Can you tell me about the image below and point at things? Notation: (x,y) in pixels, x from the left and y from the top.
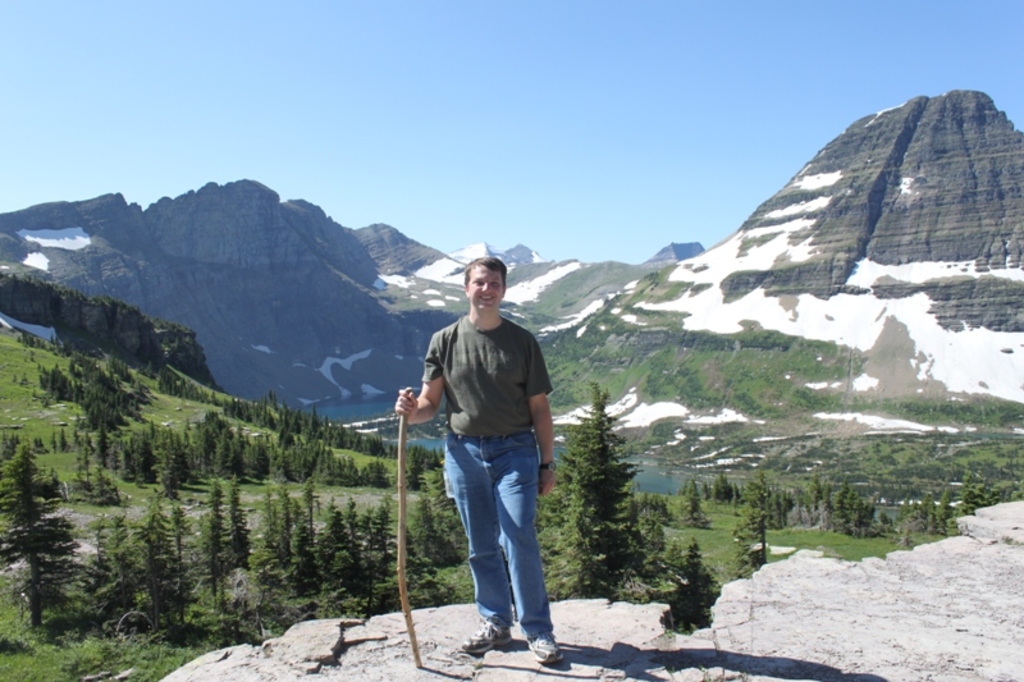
In this picture we can see a person (508,492) holding a stick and smiling. There are a few trees (126,583) visible from left to right. We can see some mountains (972,199) covered with a snow (724,276) in the background (939,171). Sky (597,161) is blue in color.
